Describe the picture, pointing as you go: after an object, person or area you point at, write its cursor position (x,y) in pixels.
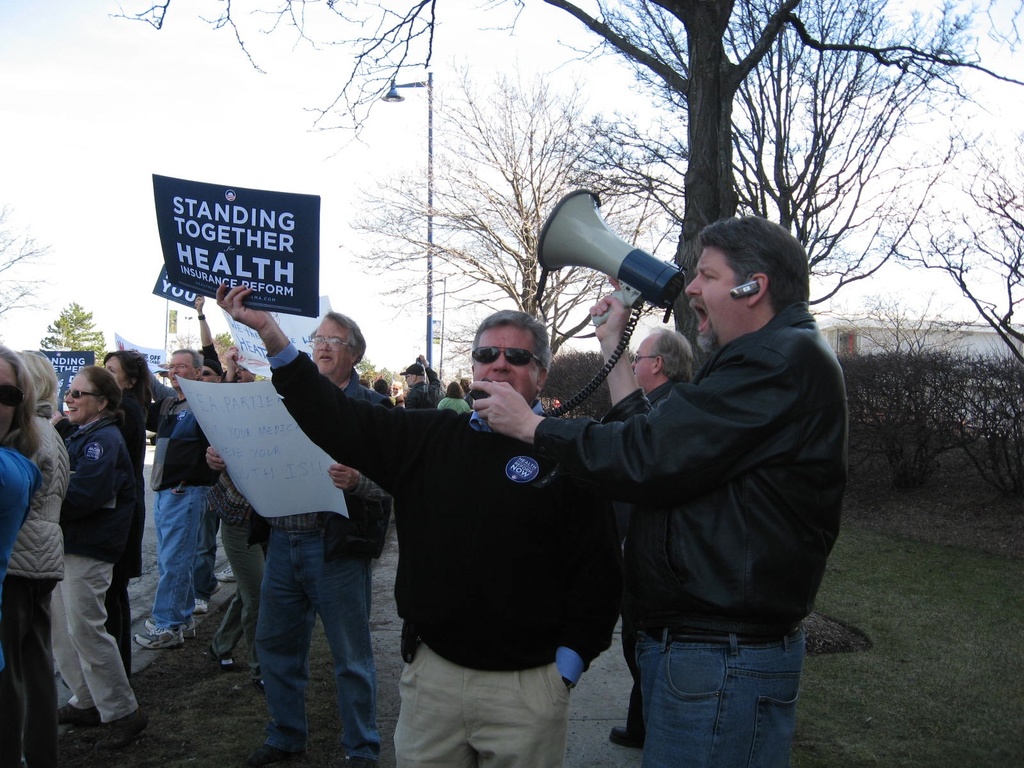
In this image we can see a group of persons (507,604). Among them few people (221,479) are holding placards (220,419) with text (297,466) and a person (547,453) is holding a mic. Behind the persons (524,412) we can see trees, plants (570,356), building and a pole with a light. At the top (148,124) we can see the sky (291,114).
